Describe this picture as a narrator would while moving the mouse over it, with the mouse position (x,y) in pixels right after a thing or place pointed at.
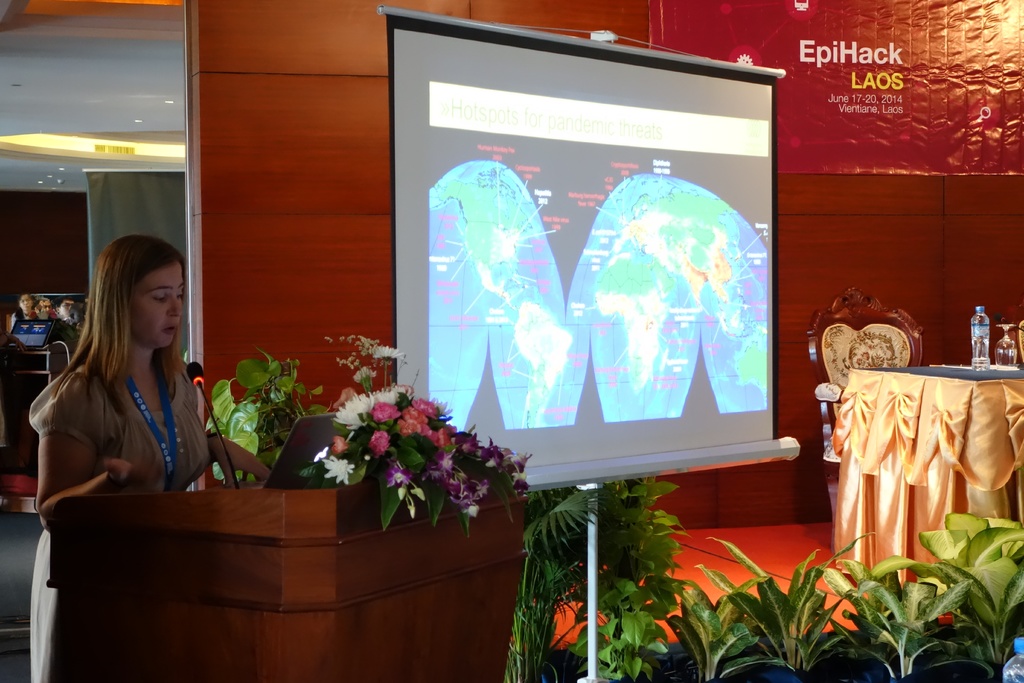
In this image on the left side (147,387) there is one woman (101,451) standing, and in front of her there is podium (395,522). On the podium (122,570) there is a laptop (293,471), mike (193,376) and some flower bouquets (446,479) and it seems that she is talking. In the center (498,370) there is a screen (547,293) and in the background (603,565) there are some plants (894,622) and table (895,371). On the table (970,370) there is bottle (981,359) glass (1014,342) and beside the table (868,393) there is one chair (873,315), and in the background (915,84) there is board (888,55) and wall (204,228) and some persons (23,307) and some other objects (95,193). At the top (88,84) there is ceiling (97,101) and some lights (86,143).
